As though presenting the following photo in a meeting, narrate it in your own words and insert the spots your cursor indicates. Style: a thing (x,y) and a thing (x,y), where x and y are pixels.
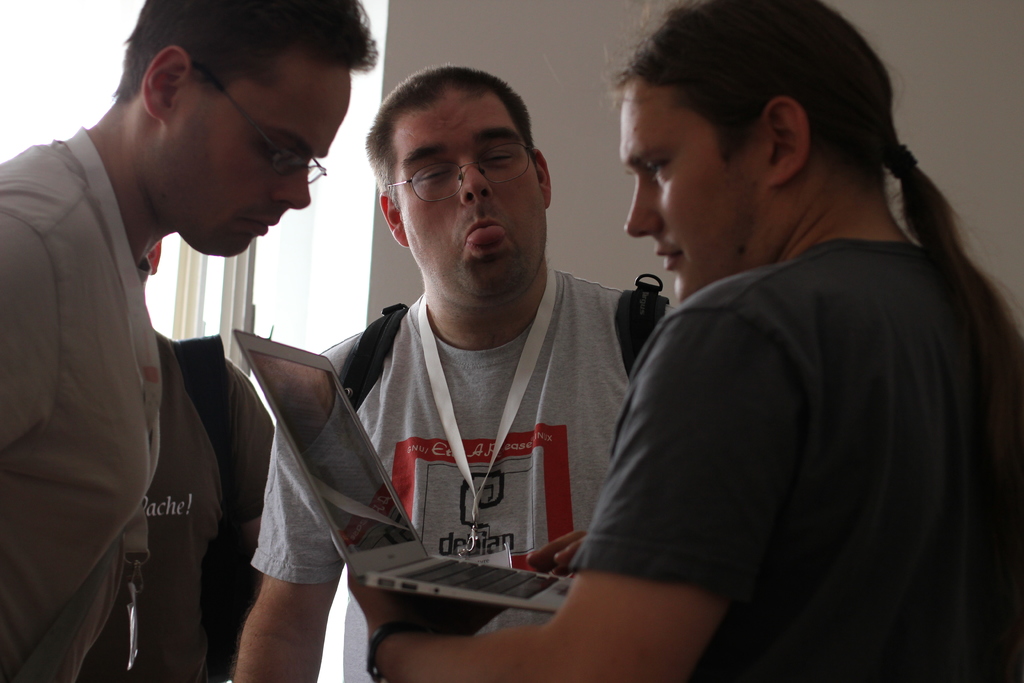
In the image we can see there are people (687,363) wearing clothes (541,389) and two of them are wearing spectacles (433,179) and identity card (451,442). This is a laptop (383,575), hairband (910,159), bag (633,315) and a wall (940,70).
